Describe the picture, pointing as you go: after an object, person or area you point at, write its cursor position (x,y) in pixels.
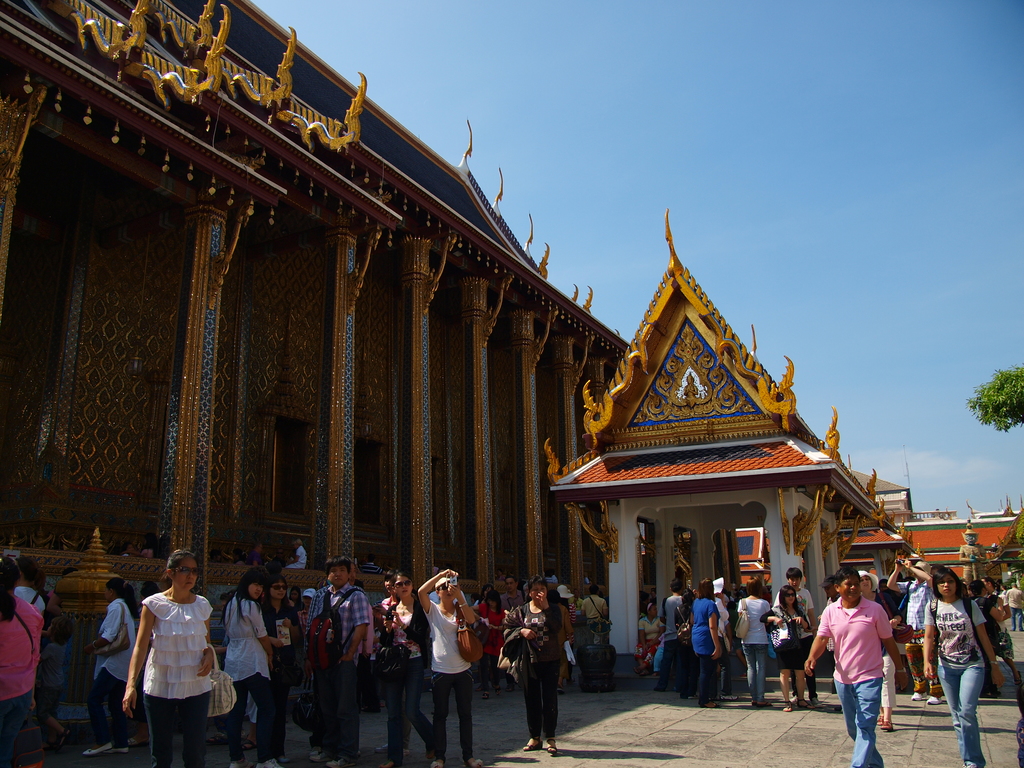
In this picture we can see ancient Thai architecture (270,351), pillars (405,410), people (703,616), leaves (992,397) and sky (796,127).
